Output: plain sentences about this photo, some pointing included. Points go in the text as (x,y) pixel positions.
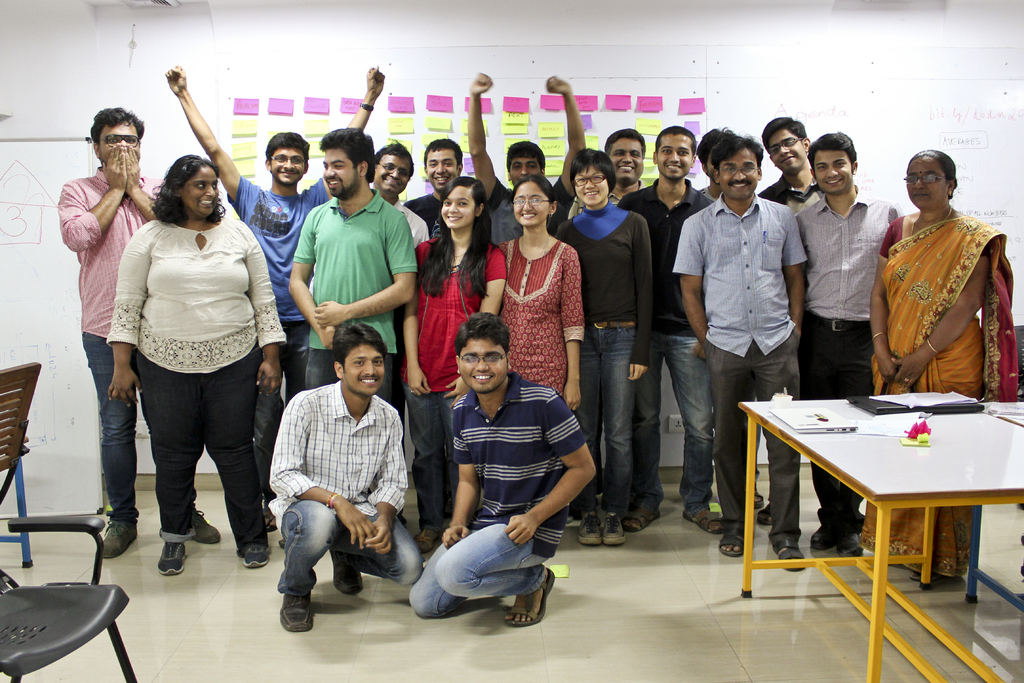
In the image in the center (631,351) we can see group of persons (621,286) were standing. In front (480,422) two persons (474,453) were sitting and they were smiling. And on the right side (847,436) we can see the table (881,492). And on the left side (8,459) we can see the chairs (12,472). Coming to the background (626,99) we can see the wall (649,42).
